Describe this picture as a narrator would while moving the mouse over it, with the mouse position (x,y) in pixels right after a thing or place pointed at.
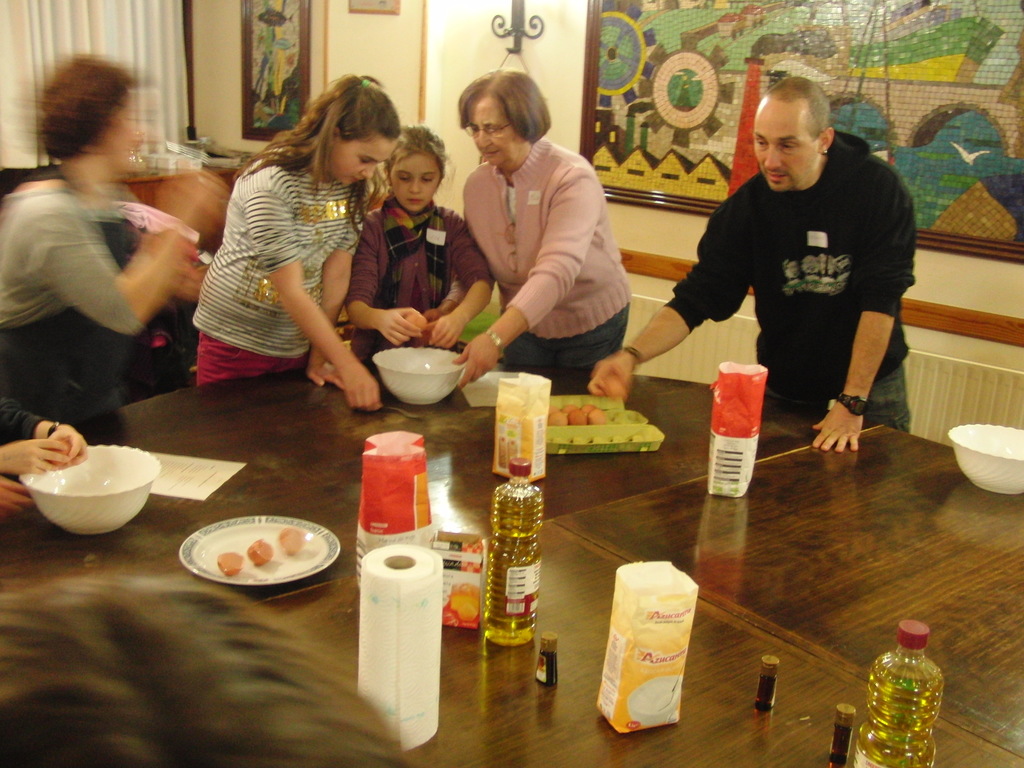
In this image we can see there are people (309,314) standing near the table (492,474). On that there are packets (659,667), plates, papers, bowl (69,502), food items (405,490) and few objects (518,542). In the background (605,42), we can see the wall (547,52) with photo frames (261,60) and curtain (162,127).
